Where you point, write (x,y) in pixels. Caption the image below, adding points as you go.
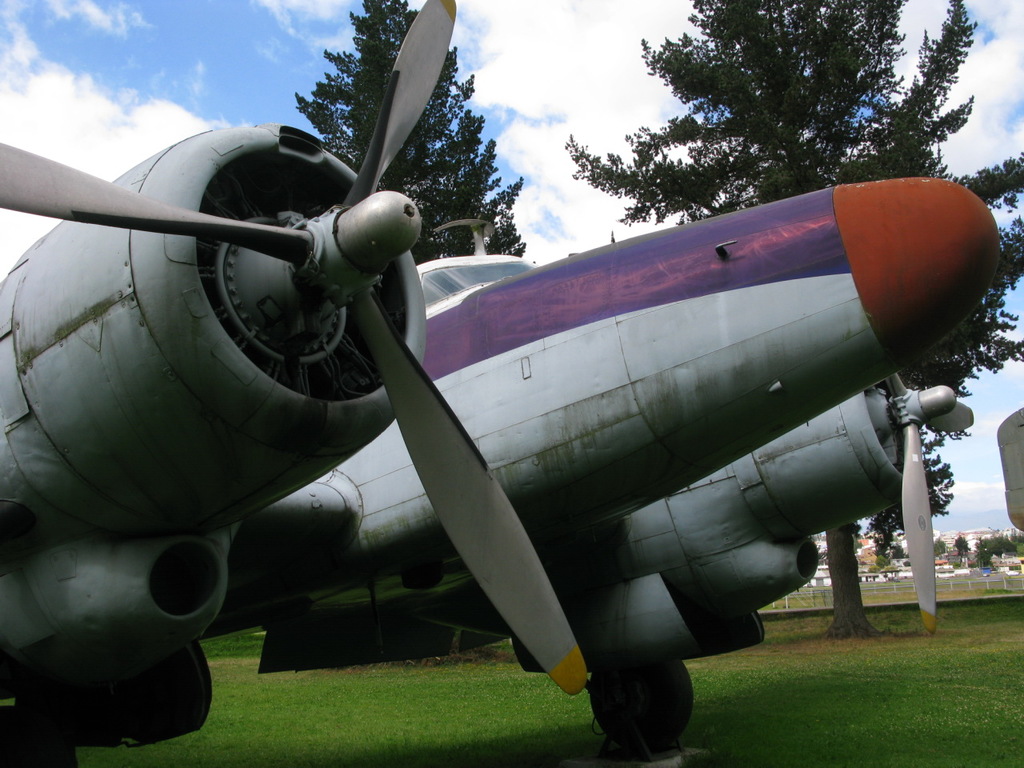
As we can see in the image there is a plane (610,460), grass (837,684) and trees (719,177). In the background (873,535) there are buildings (964,532). At the top (522,115) there is sky (94,52) and clouds (581,17).
